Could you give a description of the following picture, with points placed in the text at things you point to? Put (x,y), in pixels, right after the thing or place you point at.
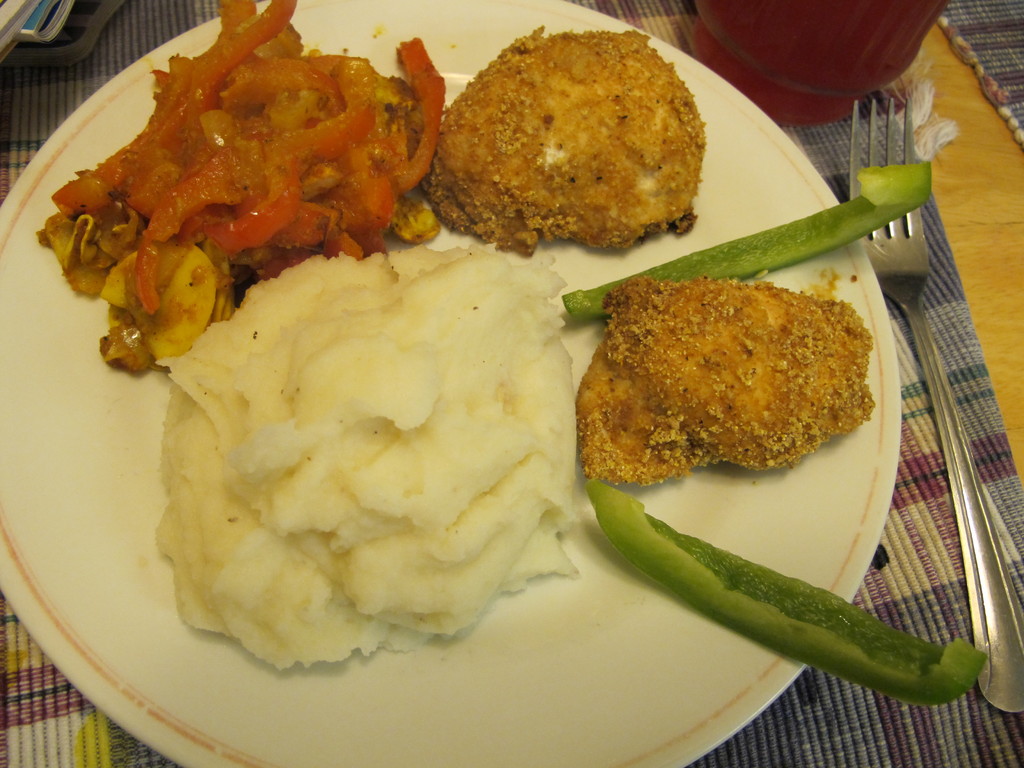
As we can see in the image there is a table (980,336). On table (973,311) there is plate (23,326), fork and food items (480,327).
